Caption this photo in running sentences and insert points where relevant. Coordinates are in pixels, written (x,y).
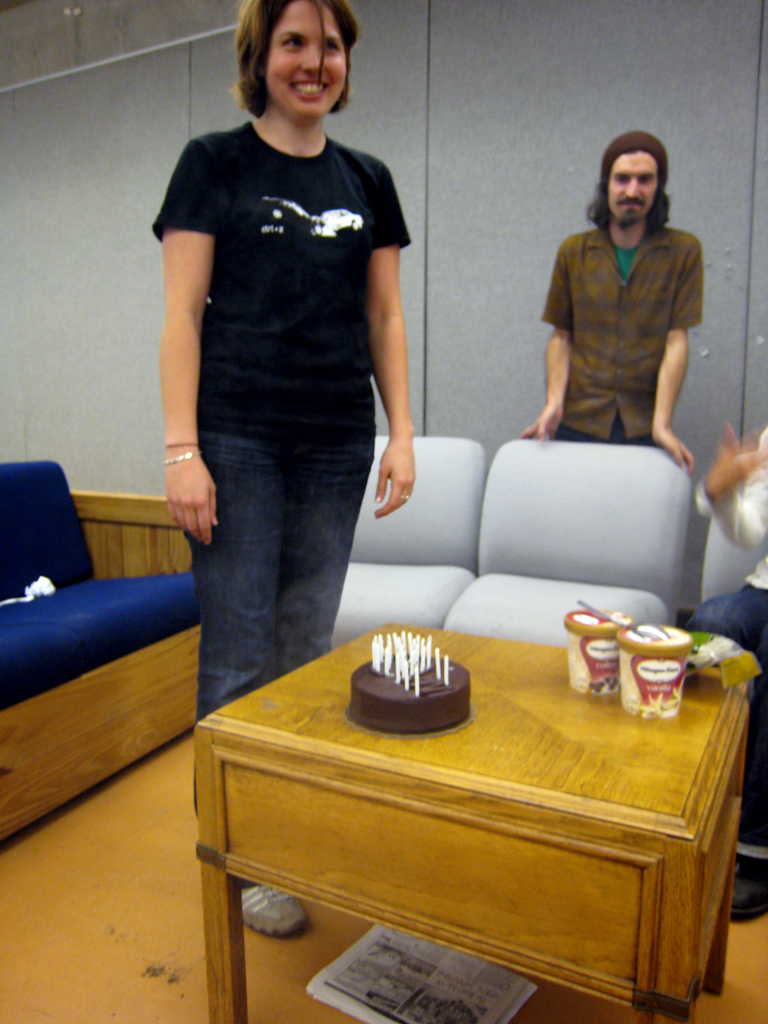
In this image i can see a woman (315,331) and a man (580,293) standing. I can see a table (476,709) on which there is a cake (450,691) and few containers (620,662). In the background (597,595) i can see few couches (376,552) and the wall (56,197).
